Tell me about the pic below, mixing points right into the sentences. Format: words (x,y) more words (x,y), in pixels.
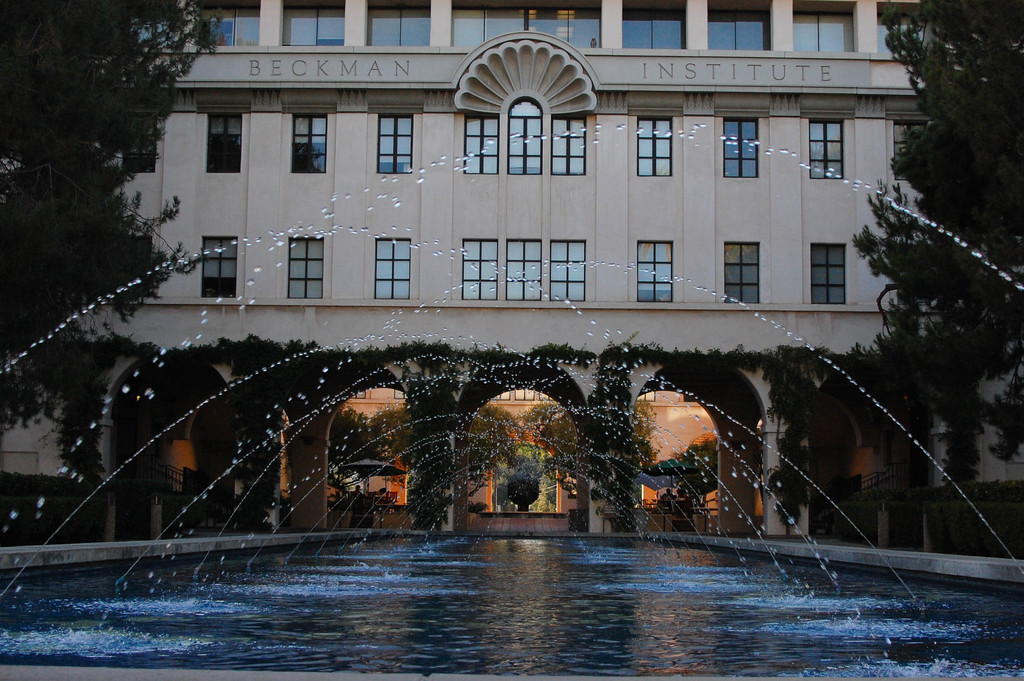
At the bottom of the image (481,599) we can see water (528,555), in the background (338,421) we can find few trees (35,117) and a building (570,219).
